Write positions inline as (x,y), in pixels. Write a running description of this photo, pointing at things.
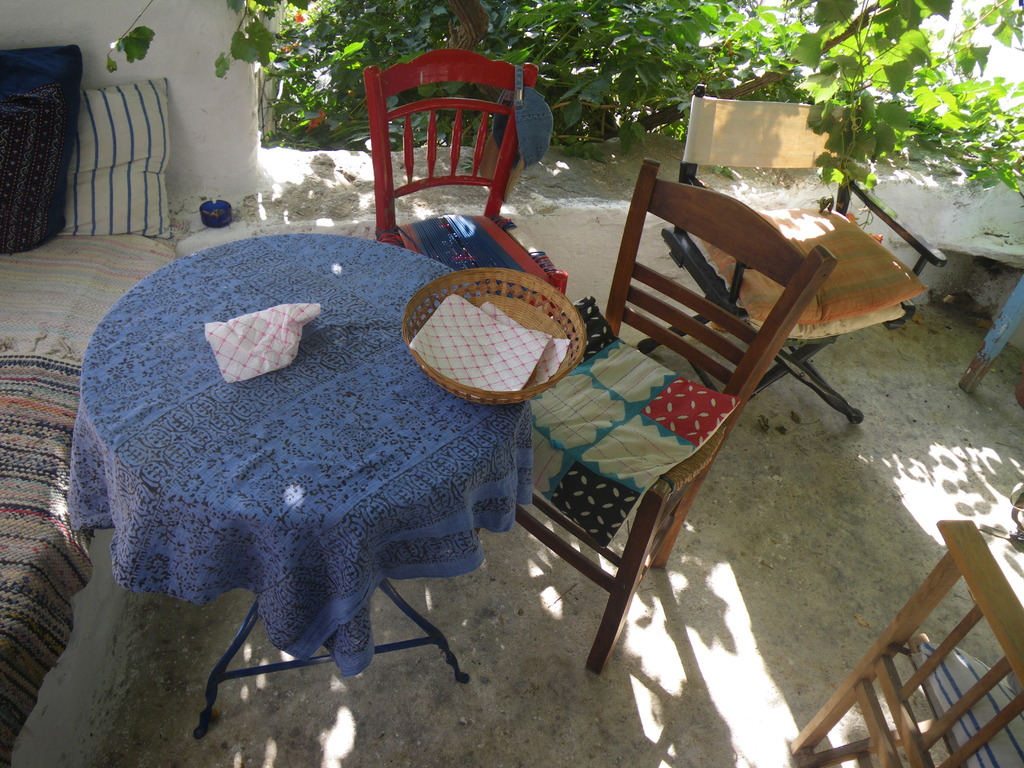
In the picture I can see a bed (24,355) which has three pillows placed on it in the left corner (73,240) and there is a table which has few objects (566,346) placed on it is beside it and there are few chairs (776,371) placed beside the table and there are few plants (629,49) in the background (634,17).
